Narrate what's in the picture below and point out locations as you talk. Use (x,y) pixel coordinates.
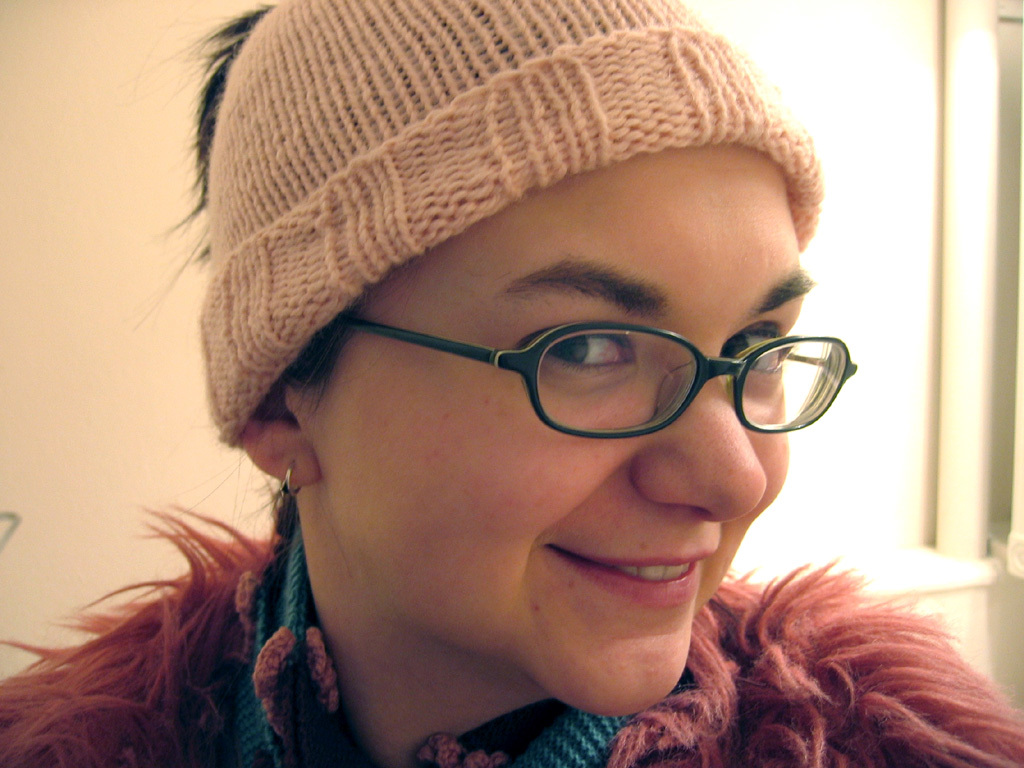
In this image, we can see a person (212,618) in front of the wall (127,484). This person (273,672) is wearing a cap (576,99) and spectacles (558,416).
